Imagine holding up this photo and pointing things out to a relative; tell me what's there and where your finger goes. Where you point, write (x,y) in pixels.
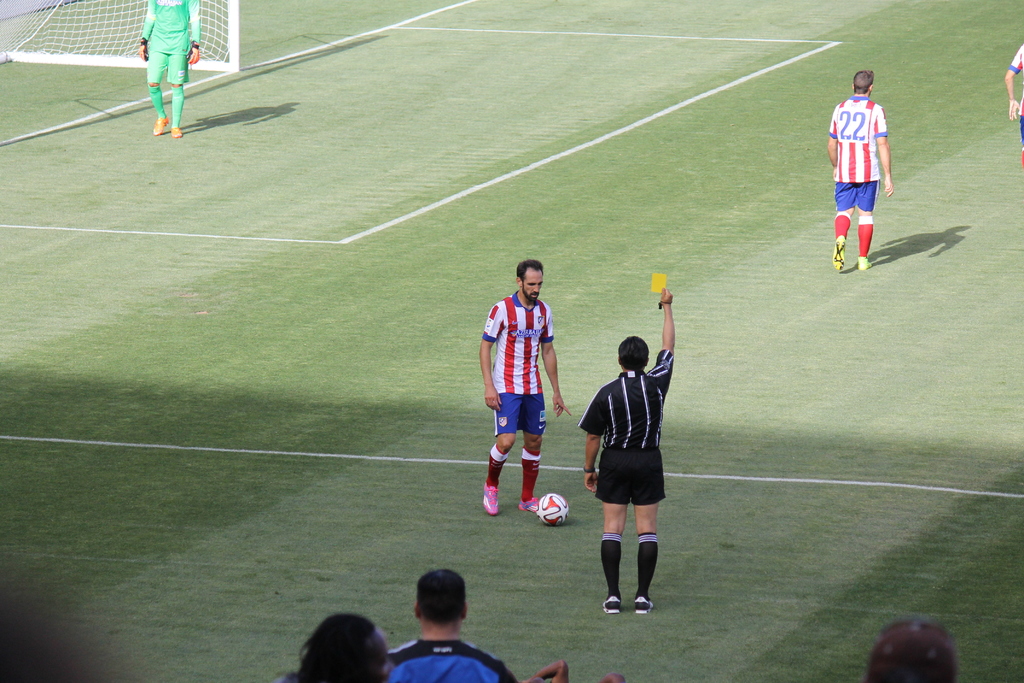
In the picture we can see a playground (983,448) on it, we can see some people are in sports wear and a football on the ground (809,428) and we can also see a net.
